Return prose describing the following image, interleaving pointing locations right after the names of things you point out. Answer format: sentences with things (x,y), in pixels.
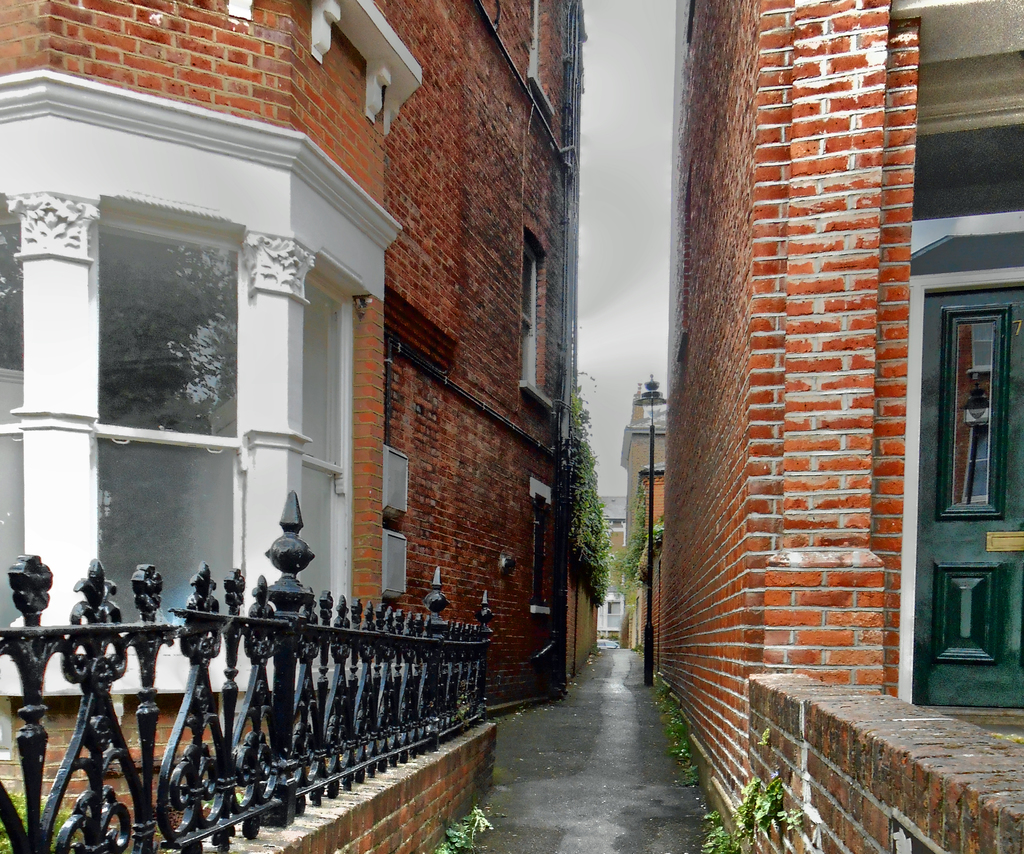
In the center of the image (407,412) we can see the buildings (720,292), windows (350,378), door (963,420), pillars (856,453), glass (163,403), grilles (350,654), pole (648,595), plants (576,532). At the top of the image (615,91) we can see the clouds (626,66) are present in the sky (652,172). At the bottom of the image (642,785) we can see the road (618,764).
